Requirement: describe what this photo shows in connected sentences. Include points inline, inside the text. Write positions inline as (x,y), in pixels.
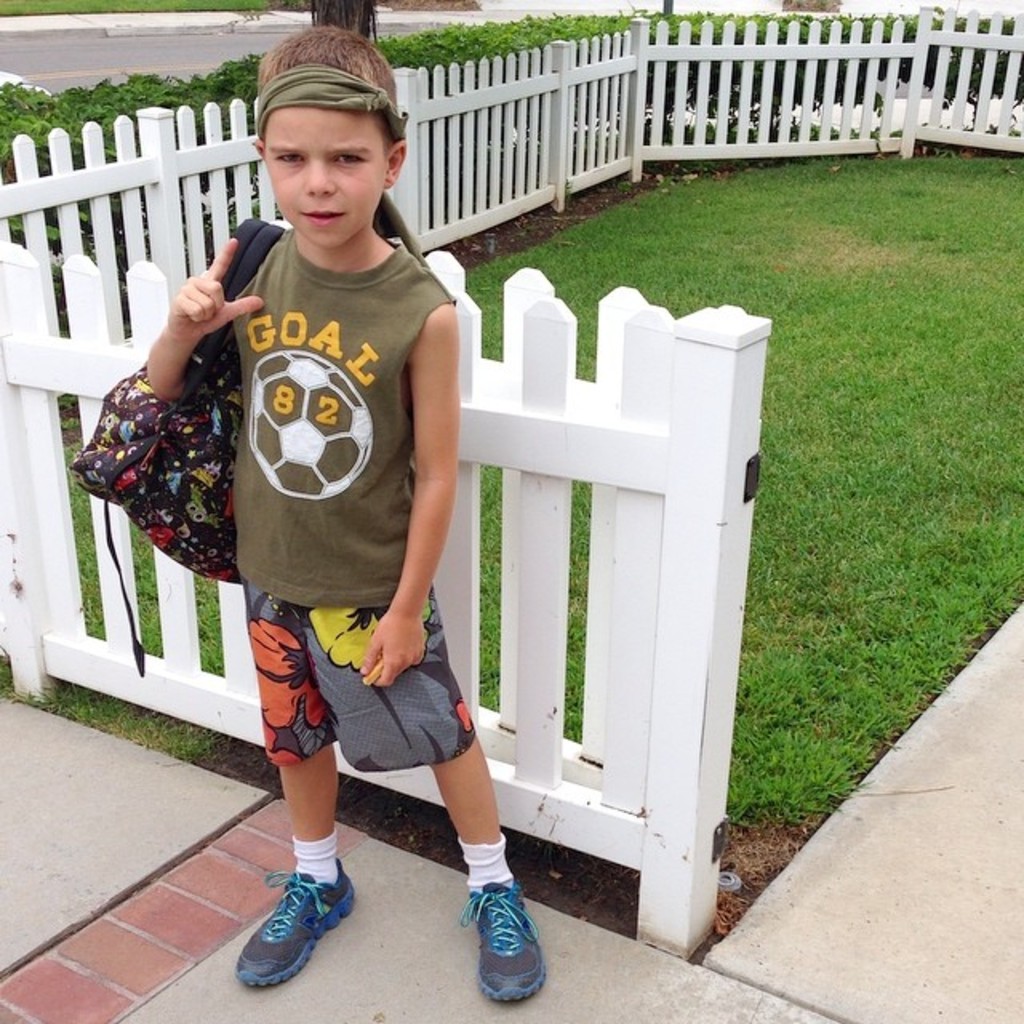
In this picture we can see a boy (254,306) carrying a bag (173,545) and standing on a path (178,926) and at the back of him we can see the grass (747,292), fence (530,520) and in the background (22,46) we can see the road (53,53), plants (599,22) and some objects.
